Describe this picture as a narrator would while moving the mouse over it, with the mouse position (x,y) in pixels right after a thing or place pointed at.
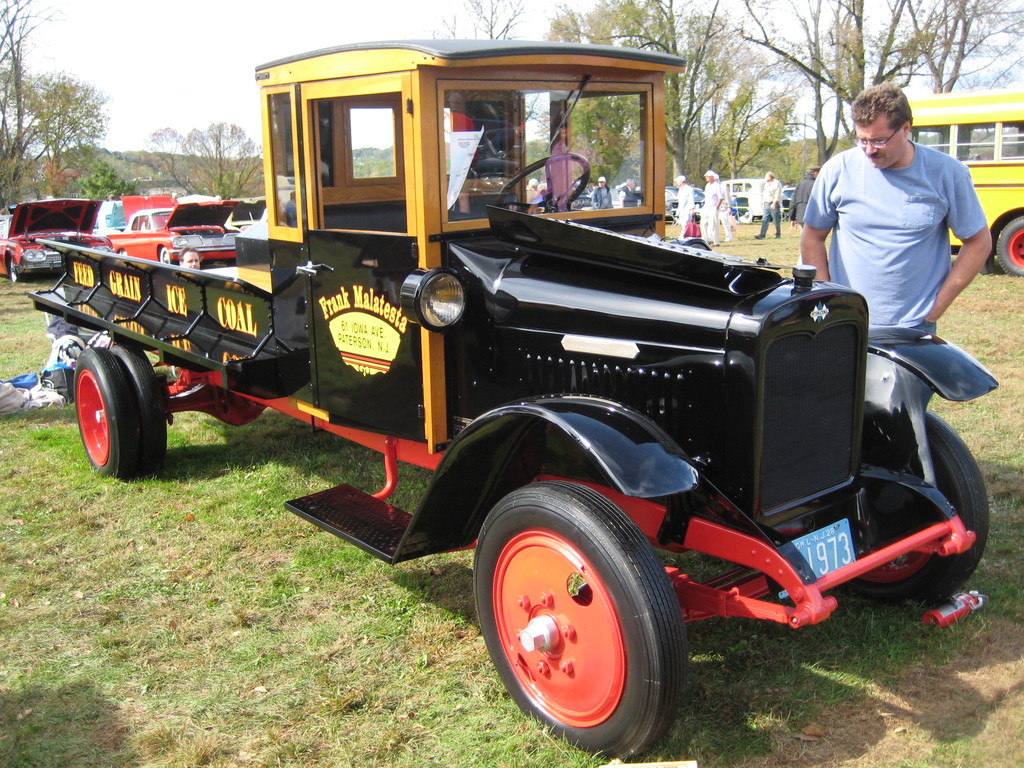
In this picture I can see a vehicle (448,351) in black color, on the right side (813,210) a man (920,237) is standing. In the background (689,218) there are trees (223,187), cars (231,225) and few people (718,204). At the top (369,32) there is the sky (802,92).
